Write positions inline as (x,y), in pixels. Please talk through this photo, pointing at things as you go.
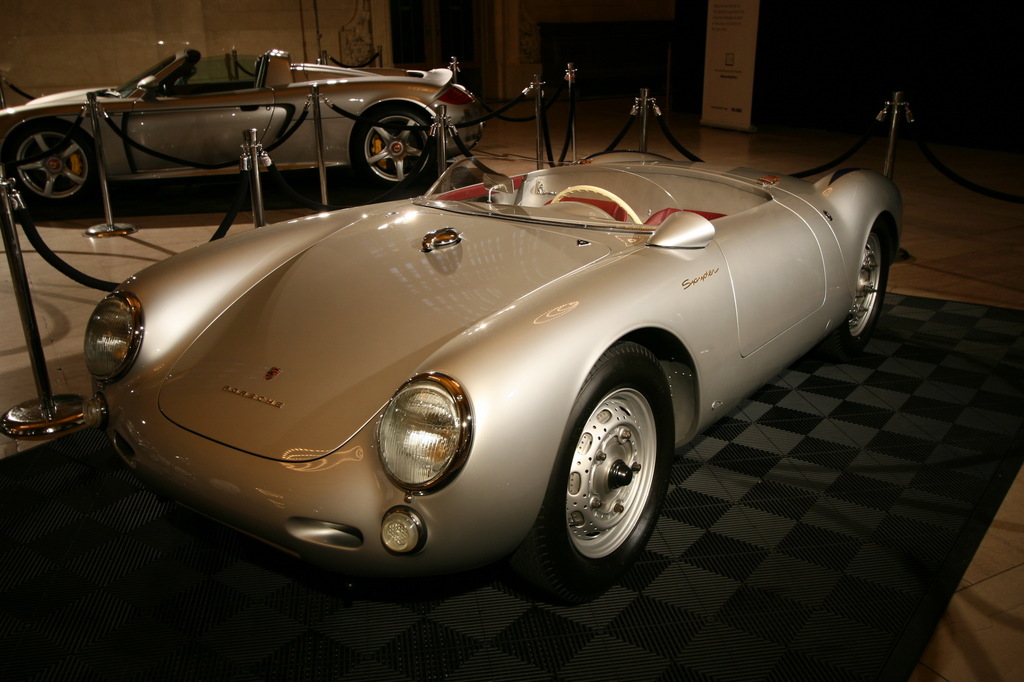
In this image I can see two vehicles (516,420), they are in silver color. I can also see few poles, and belts (951,177) in black color and the floor (697,486) is also in black color. Background (135,48) I can see the wall (202,28) in cream color.
